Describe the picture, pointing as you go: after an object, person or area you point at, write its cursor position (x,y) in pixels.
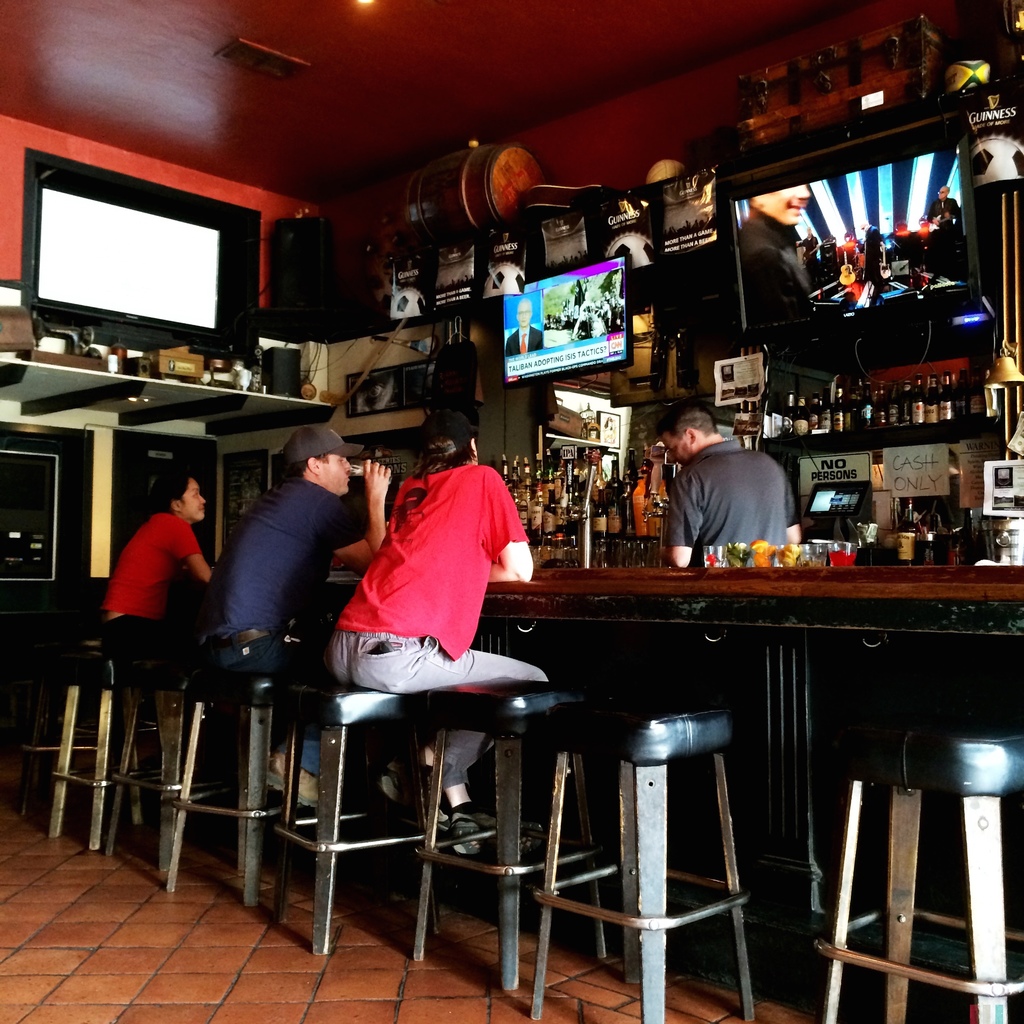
In this picture, there are three men (351,602) sitting on the stools (190,672) in front of a table (693,602) on which some drinks (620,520) were placed. There is a man (698,485) standing on the other side of the table (673,580). We can observe some televisions (558,293) here and some drinks (869,397) placed in the shelves (808,406).
